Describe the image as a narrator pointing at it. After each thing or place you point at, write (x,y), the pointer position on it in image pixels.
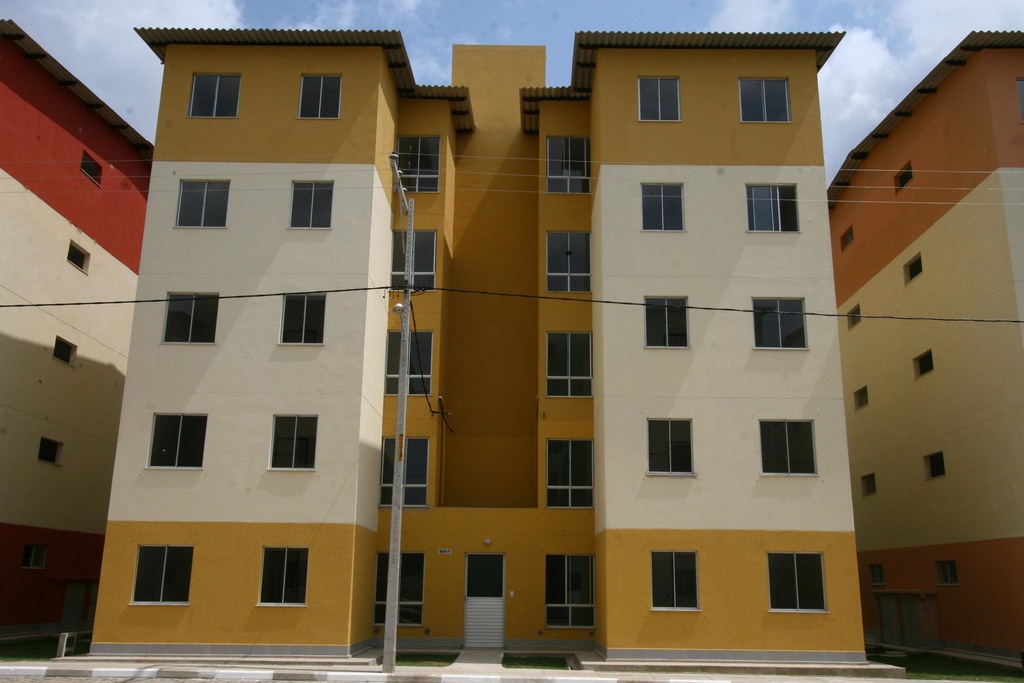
In the picture there are buildings (355,255). In the foreground of the picture (417,363) there are cables (422,289) and a floor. There are windows (239,89) to the building (690,443). Sky (95,38) is little bit cloudy and it is sunny. At the bottom (119,666) there is footpath (473,677).
